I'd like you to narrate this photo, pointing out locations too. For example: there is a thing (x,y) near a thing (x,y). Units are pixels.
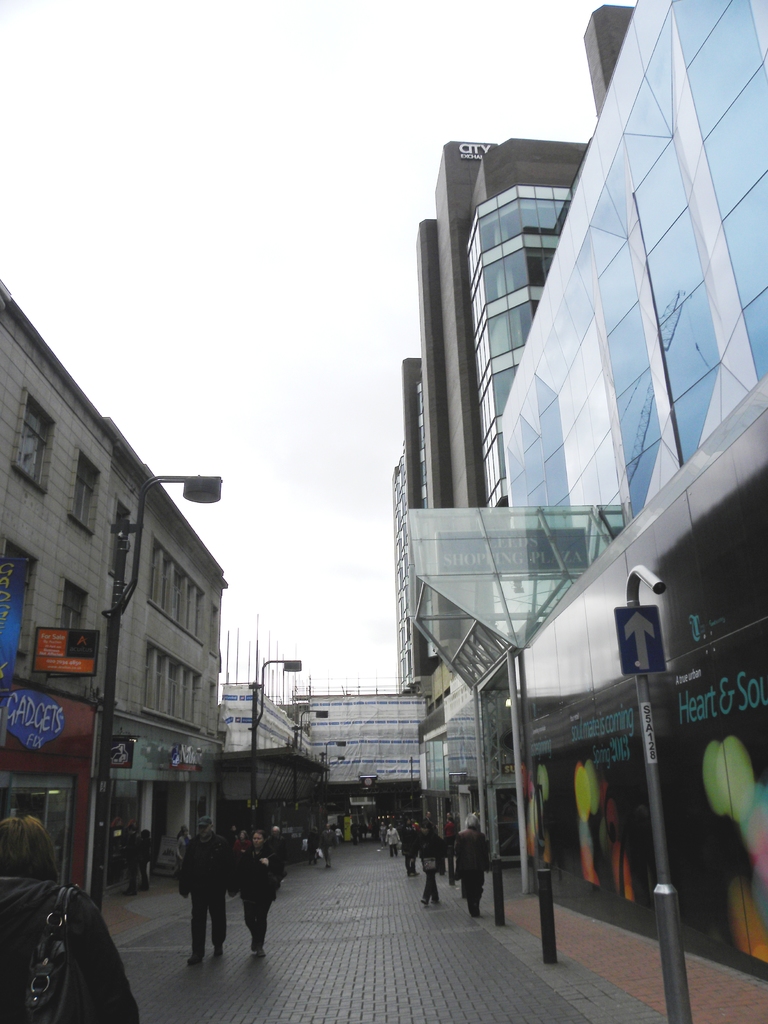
In this image we can see a few buildings (230,734), there are some people (205,845), boards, lights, poles (295,728) and in the background (359,529), we can see the sky (252,320).
